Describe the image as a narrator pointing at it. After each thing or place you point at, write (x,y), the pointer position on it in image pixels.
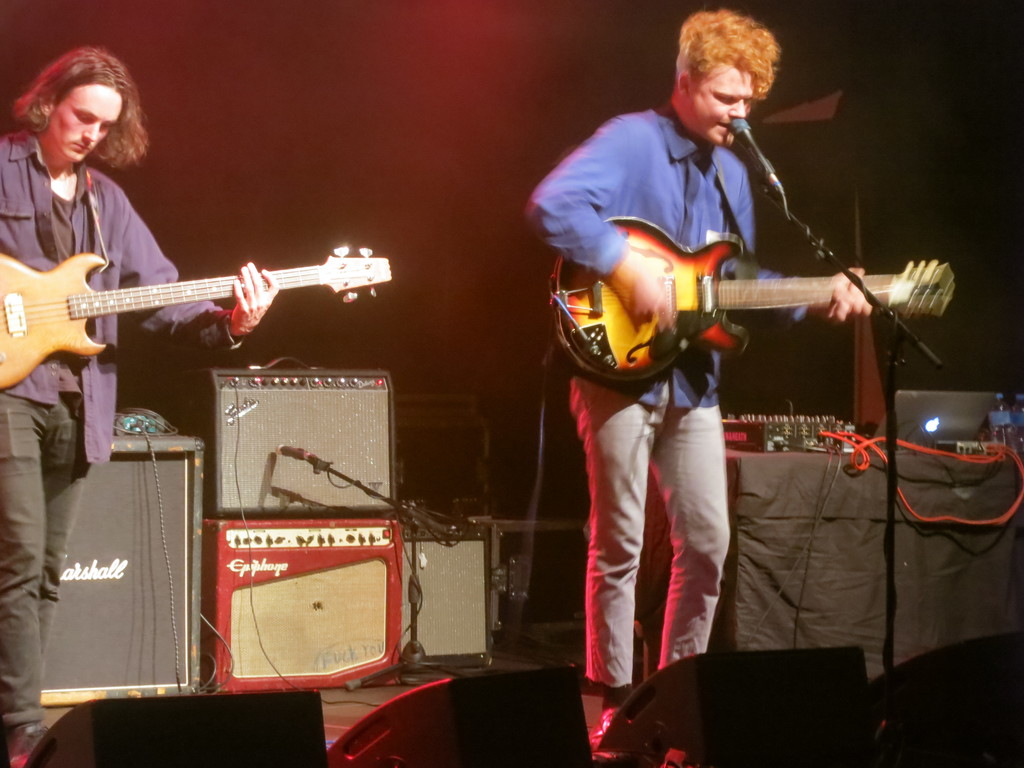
In the picture there are two musicians (553,244) standing. The man (632,476) to the right corner (700,212) is singing and playing guitar (686,326) as well. The man (82,375) to the left corner (96,352) is playing guitar (75,338). On the floor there are microphones (322,466), boxes (303,539) and a table (820,517). On the table (817,456) there is a audio mixer (778,430), a laptop (901,428), cable (865,447) and bottle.
